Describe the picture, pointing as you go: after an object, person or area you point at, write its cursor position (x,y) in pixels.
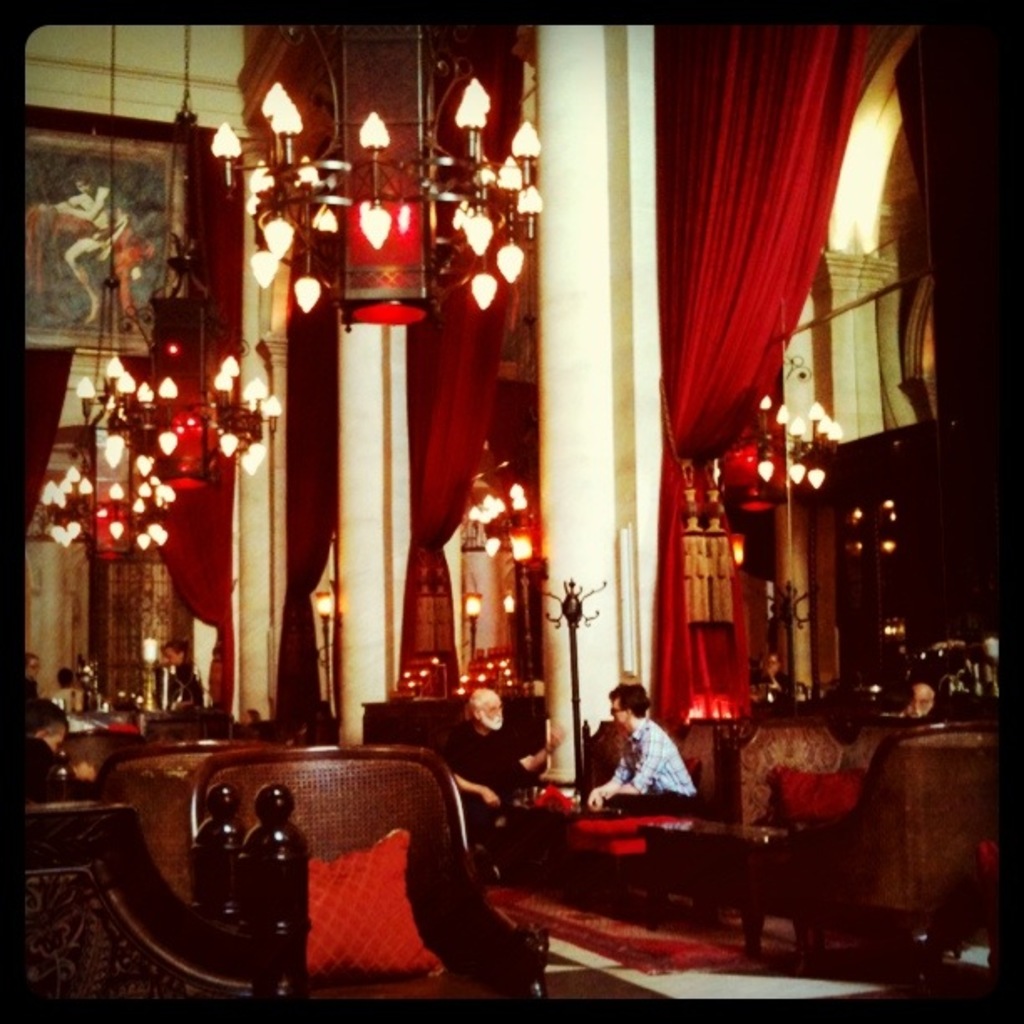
In this image I can see the inner part of the building (496,371). I can see few lights (527,492), few chairs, couches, red color curtains (743,130), pillows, pillars (584,138) and few people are sitting on the couches (886,769). The frame (93,210) is attached to the wall (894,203).
